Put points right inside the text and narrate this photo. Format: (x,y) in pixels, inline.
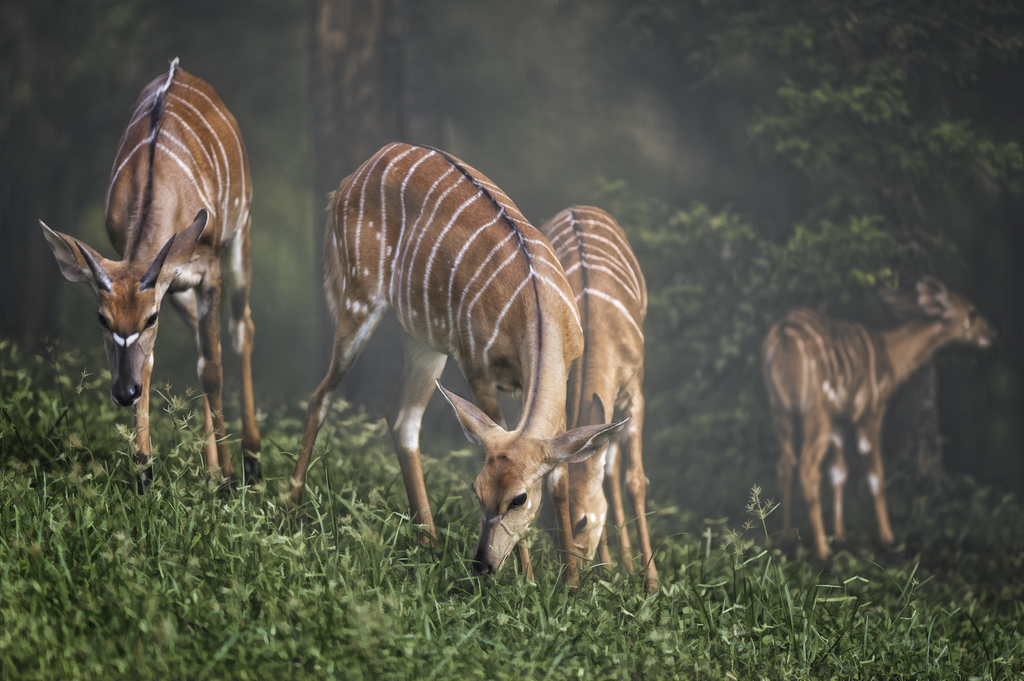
In this image, I can see four deer (562,481) on grass (473,525) and trees (791,259). This image taken, maybe during night.
